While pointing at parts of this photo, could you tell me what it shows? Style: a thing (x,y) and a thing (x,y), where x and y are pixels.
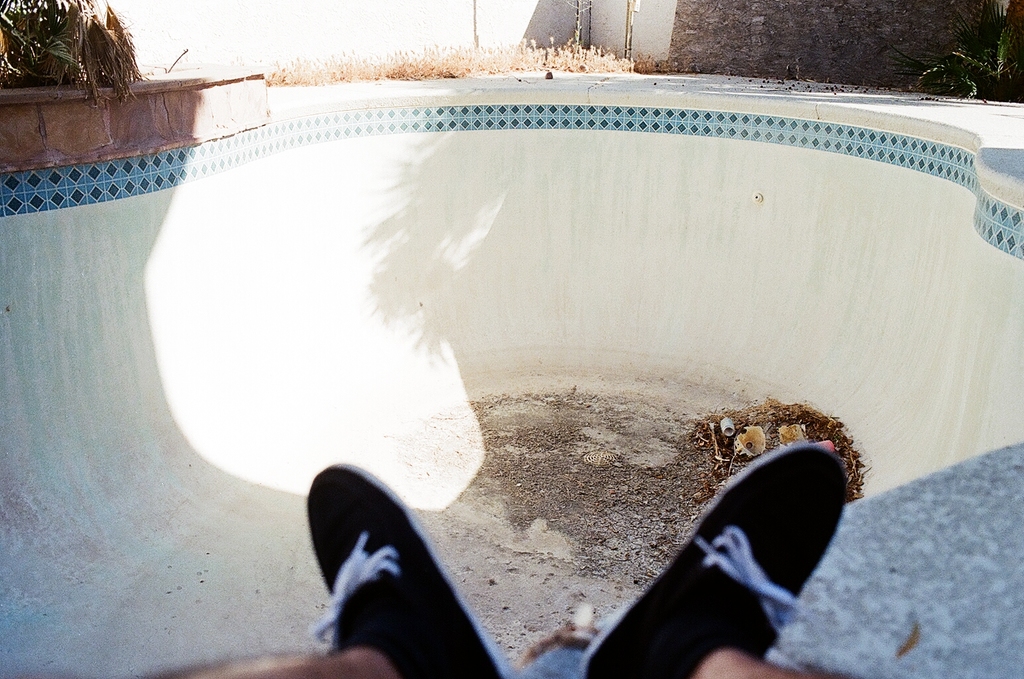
In this image there are legs (278,663) of a person (418,555). There are shoes (429,579) to the legs (652,597). In front of the legs (700,535) there is a pool (392,286). There is dust (652,440) in the pool (652,440). In the background (115,47) there are plants (100,37) and grass (503,52) on the ground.
